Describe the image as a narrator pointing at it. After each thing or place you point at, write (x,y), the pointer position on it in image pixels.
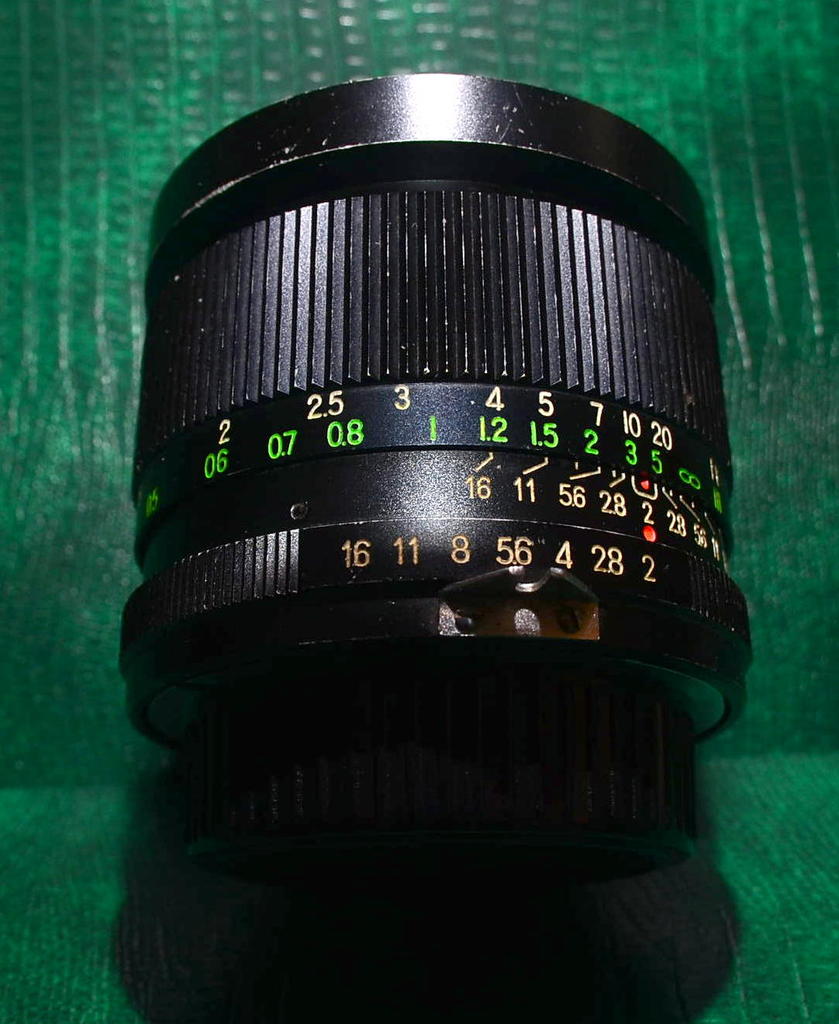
In this image I can see a black colour camera lens (319,217) and on it I can see few numbers (455,547) are written. I can also see green colour thing (813,525) in background (27,227).
